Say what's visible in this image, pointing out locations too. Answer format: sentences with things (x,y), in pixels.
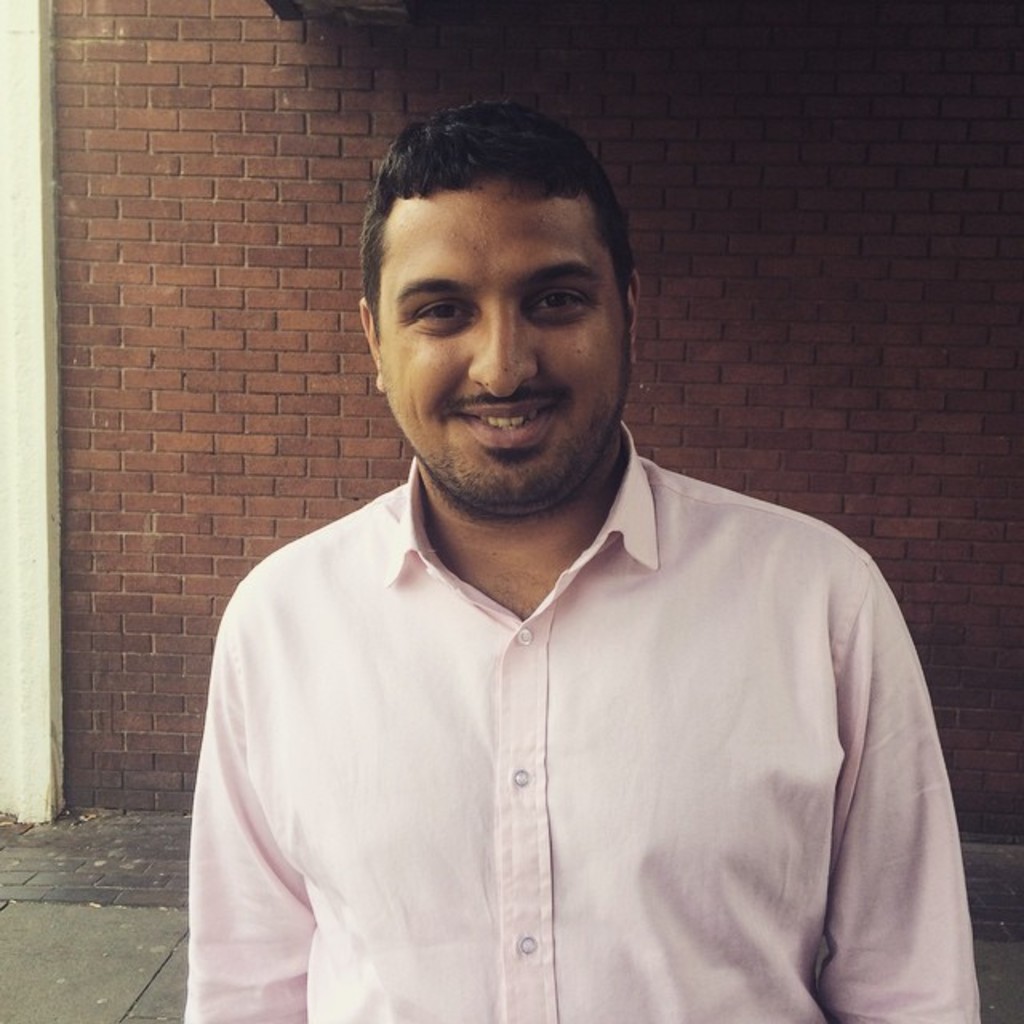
In this picture I can see there is a man (376,271) standing and he is wearing a pink color shirt (566,776) and he is smiling. In the backdrop (192,462) there is a brick wall (191,582) and a walk way (121,914).
